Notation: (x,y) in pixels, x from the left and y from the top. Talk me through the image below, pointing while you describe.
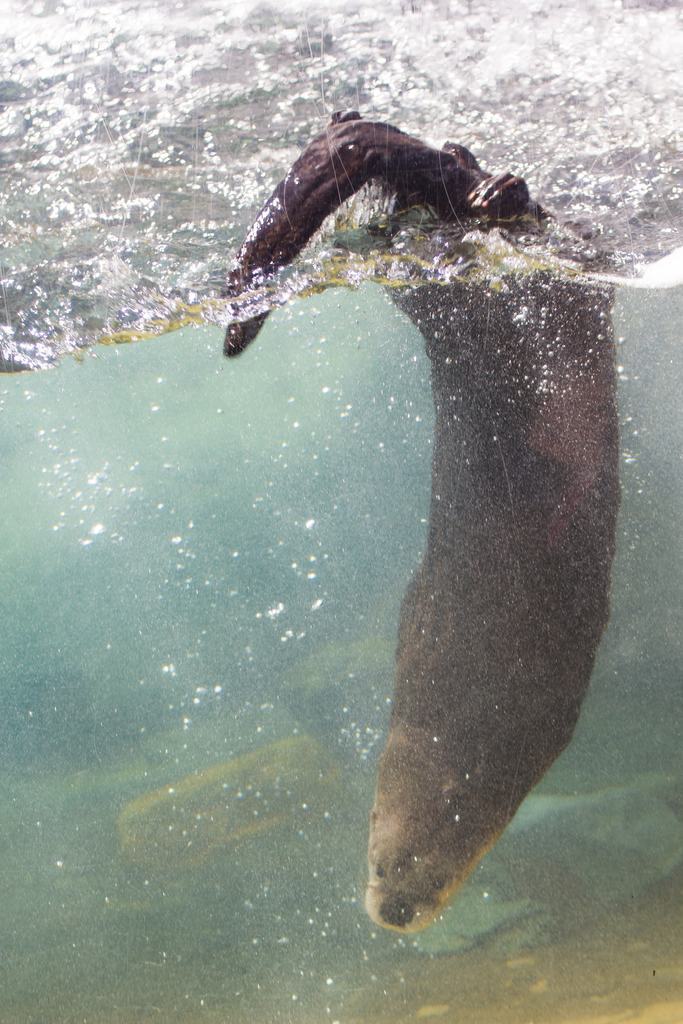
In this picture there is an otter (544,722) in the water (564,277).
